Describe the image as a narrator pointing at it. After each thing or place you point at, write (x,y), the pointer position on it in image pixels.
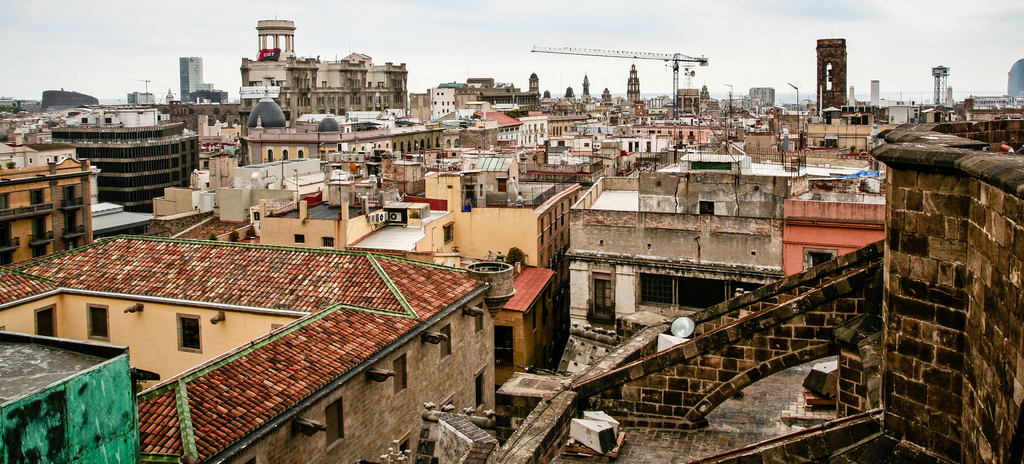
Here this picture looks like an urban area (351,429) and we can see number of houses (431,197) and buildings (540,126) present all over there and in the far we can see a crane (538,52) present and we can also see towers (822,73) present over there and we can see clouds (381,39) in the sky (358,39) over there.
